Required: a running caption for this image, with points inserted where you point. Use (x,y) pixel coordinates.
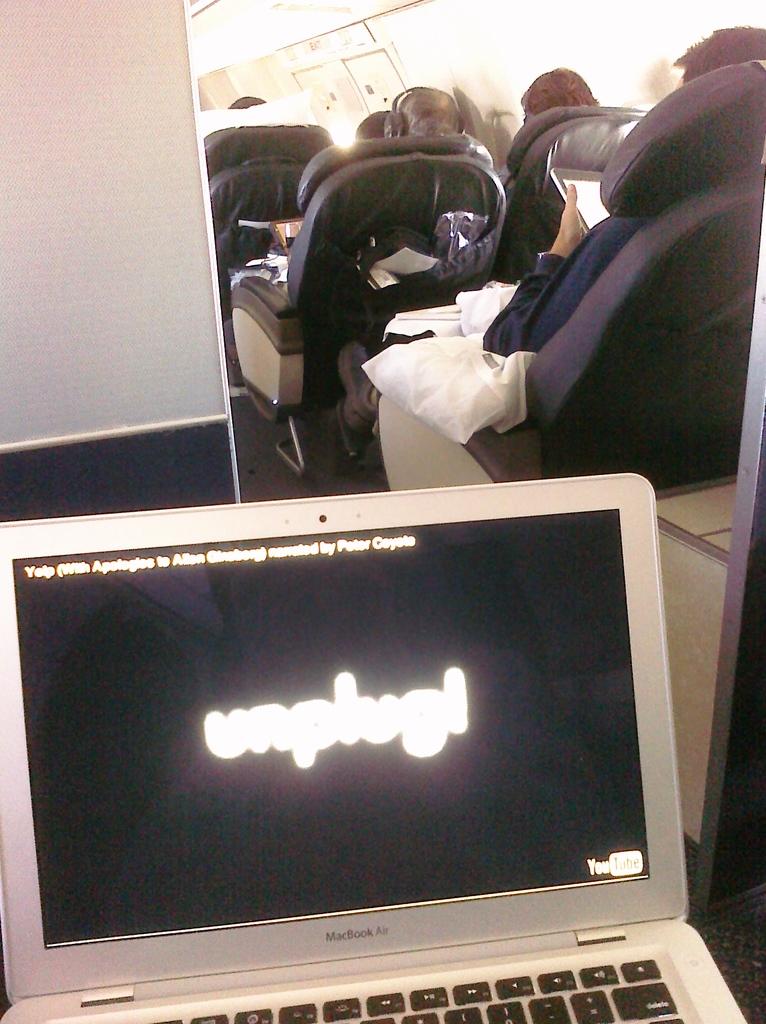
In this image, we can see people (525,294) are sitting on the chairs (727,405). Here a person (612,228) is holding an iPad (587,195). At the bottom (543,989), we can see a laptop (351,885) with a screen (327,854) and keyboard (487,1006). It is an inside view of a vehicle (325,93).
